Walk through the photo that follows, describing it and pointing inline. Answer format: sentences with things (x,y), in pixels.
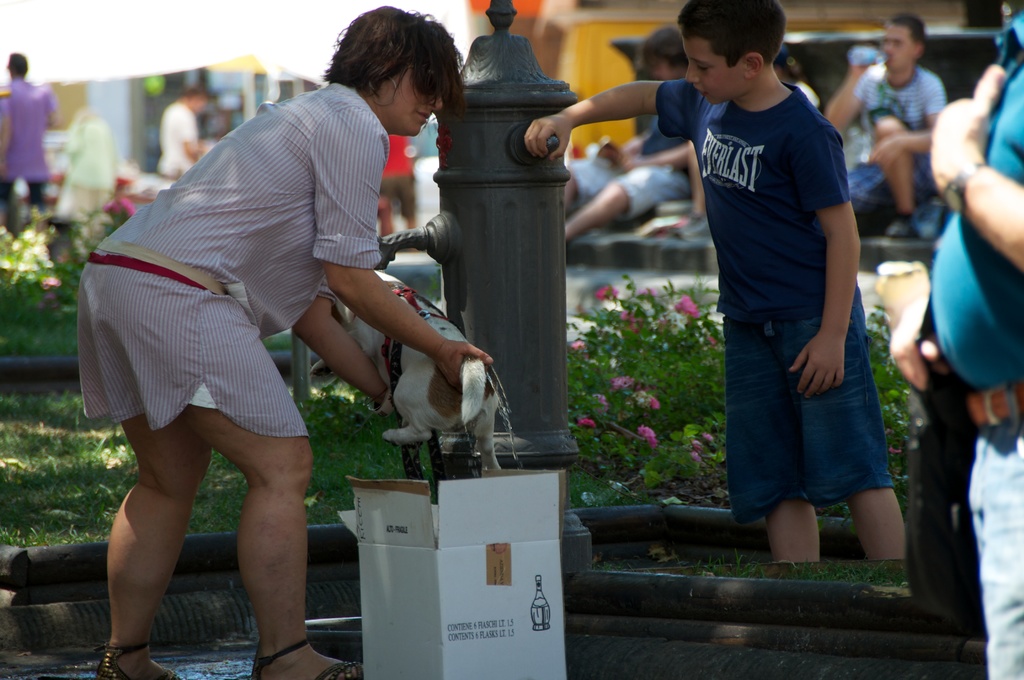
In this image, we can see people (968,226) wearing clothes (209,187). There is a person (221,257) on the left side of the image (189,290) holding a dog (412,373) with her hands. There is box (484,566) at the bottom of the image (449,608). There is a water pump (526,283) in the middle of the image (517,416). There are some plants (613,341) beside the water pump (516,276).
